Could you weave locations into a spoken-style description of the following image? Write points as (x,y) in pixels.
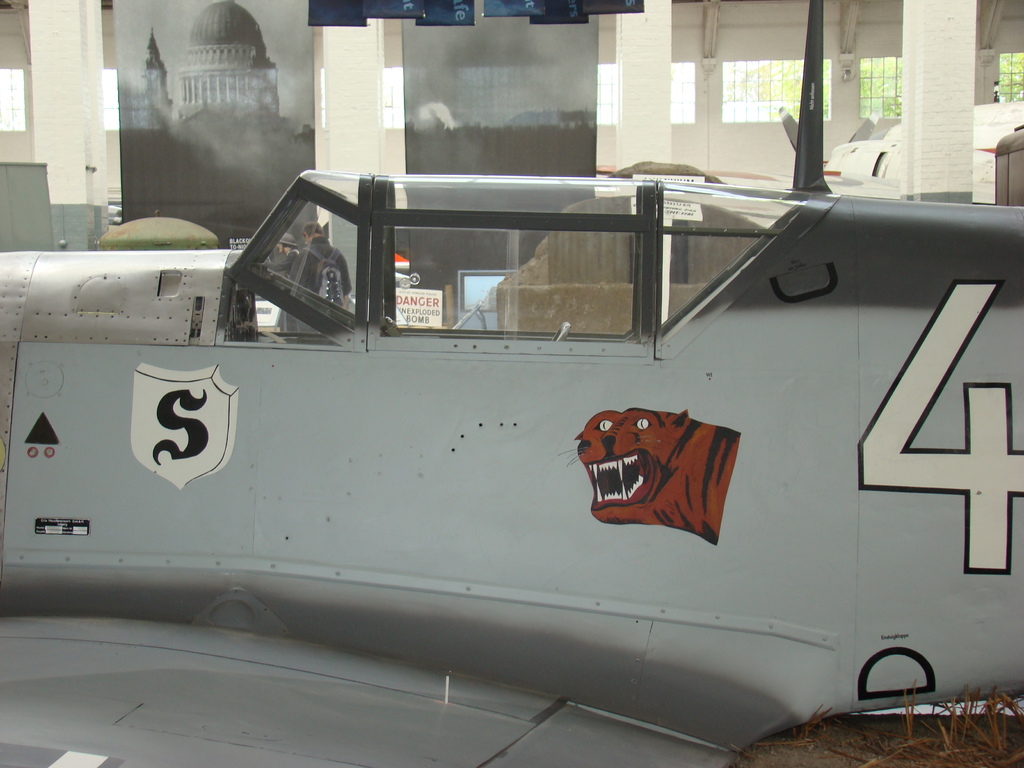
This picture seems to be clicked inside. In the foreground (512,496) there is a vehicle (581,607) and we can see the picture (691,459) of an animal (694,431) on the vehicle (866,446) and we can see there are some objects (620,311) and in the background (390,61) we can see the windows (729,80), pillars (90,48), wall (685,133), group of persons (333,265) and we can see the posters (251,76) on which we can see the picture (239,113) of a dome (264,67) and some other objects (262,120).
